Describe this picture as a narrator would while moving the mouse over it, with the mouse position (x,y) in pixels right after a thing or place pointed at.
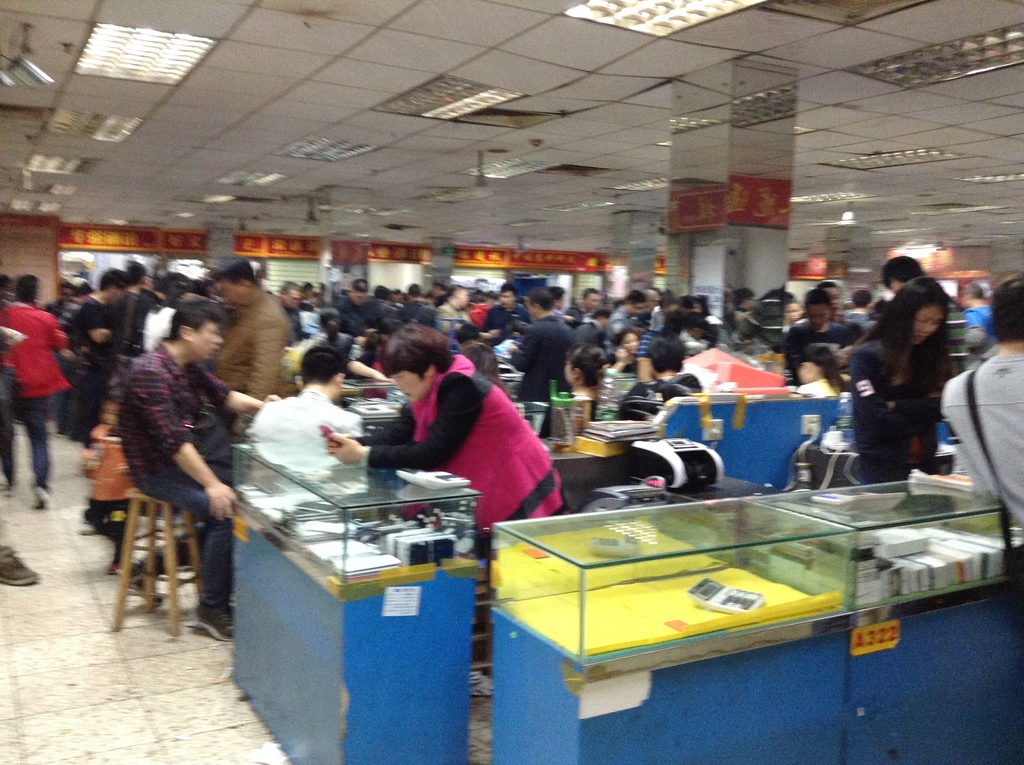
In this image we can see counters (541,523). There are people (275,456). At the top of the image (299,87) there is ceiling (220,189) with lights (130,32). At the bottom of the image (105,673) there is floor (88,665).
